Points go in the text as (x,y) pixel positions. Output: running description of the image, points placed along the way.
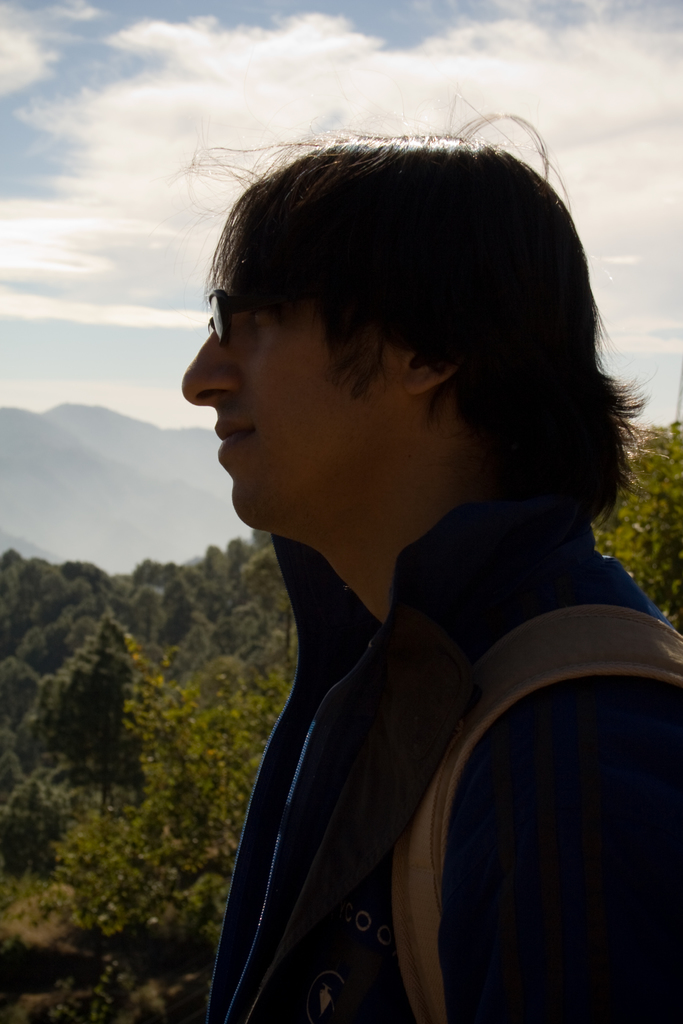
In this picture we can see there is a man (325,778) and behind the man (273,893) there are trees (157,603), hills (111,452) and a sky (340,79).
